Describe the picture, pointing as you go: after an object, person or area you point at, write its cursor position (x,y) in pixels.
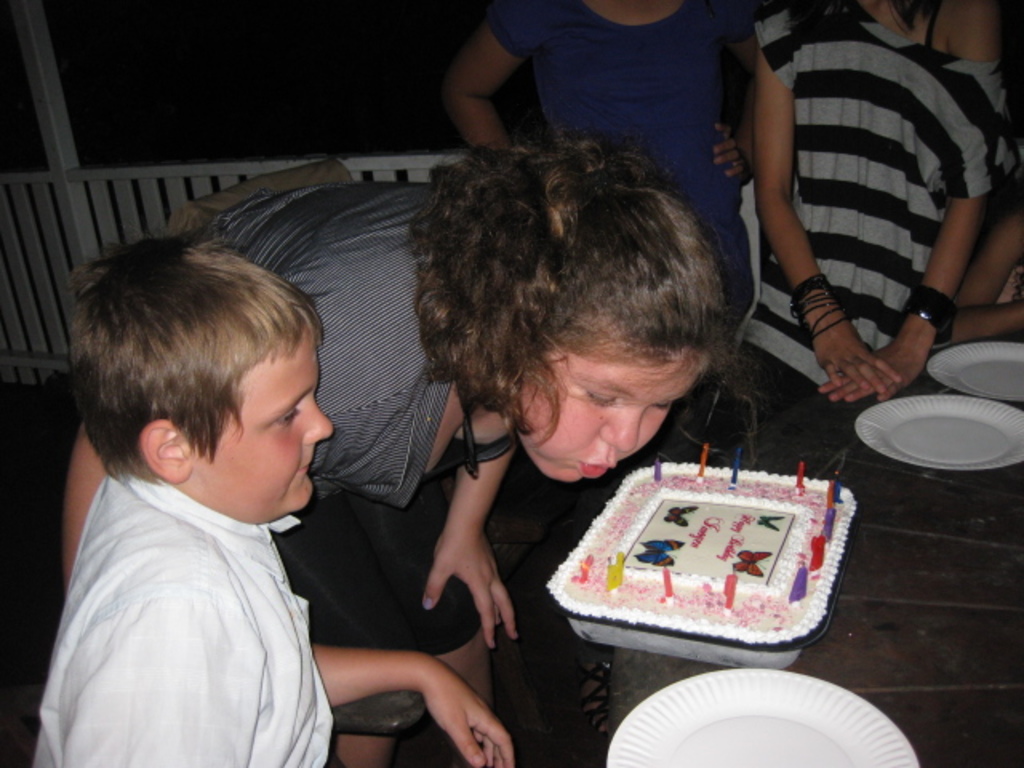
In this picture these two persons (642,92) standing. These two persons (581,316) sitting. There is a table (924,636). On the table (931,586) we can see plates (742,722) and cake (785,605). On the background (101,212) we can see fence (97,199).
